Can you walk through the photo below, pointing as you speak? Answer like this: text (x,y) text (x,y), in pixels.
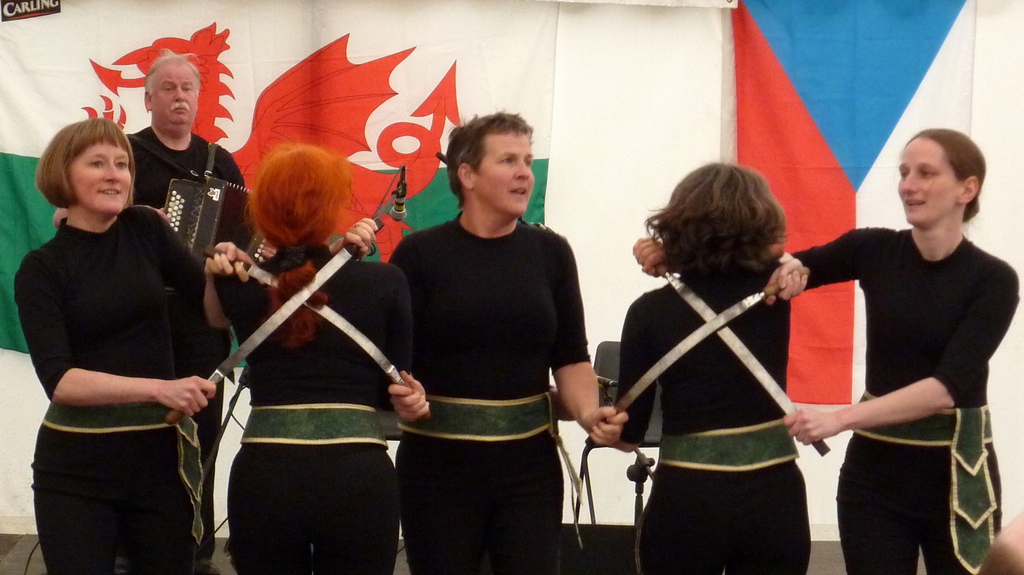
In front of the image there are a few people (337,283) standing and holding swords (366,345) in their hands (426,406), behind them there is a person (139,178) standing and playing some musical instrument (186,227), beside him there are chairs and cables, behind him there are flags (341,74) on the wall (586,92).
